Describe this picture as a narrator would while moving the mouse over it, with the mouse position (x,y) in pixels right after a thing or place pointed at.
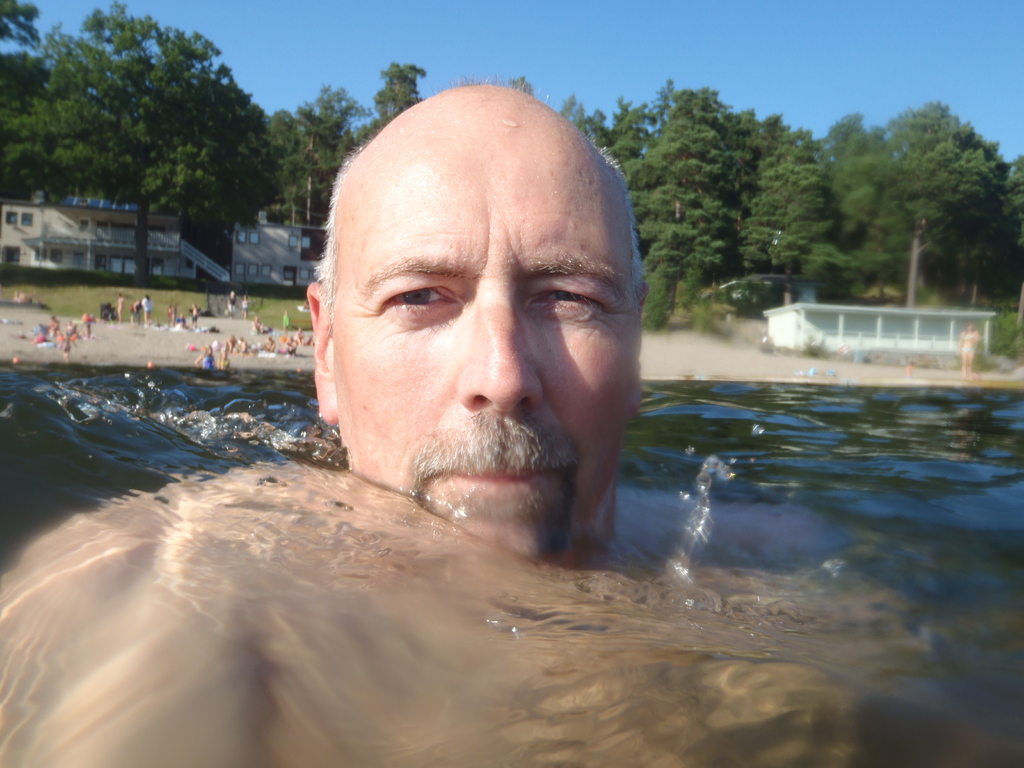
In the image we can see in front (531,214) there is a person (555,357) standing in the water (564,607) and behind there are other people (230,308) standing on the sand (166,363). There are lot of trees (232,212) and buildings (301,268) at the back (686,190).
